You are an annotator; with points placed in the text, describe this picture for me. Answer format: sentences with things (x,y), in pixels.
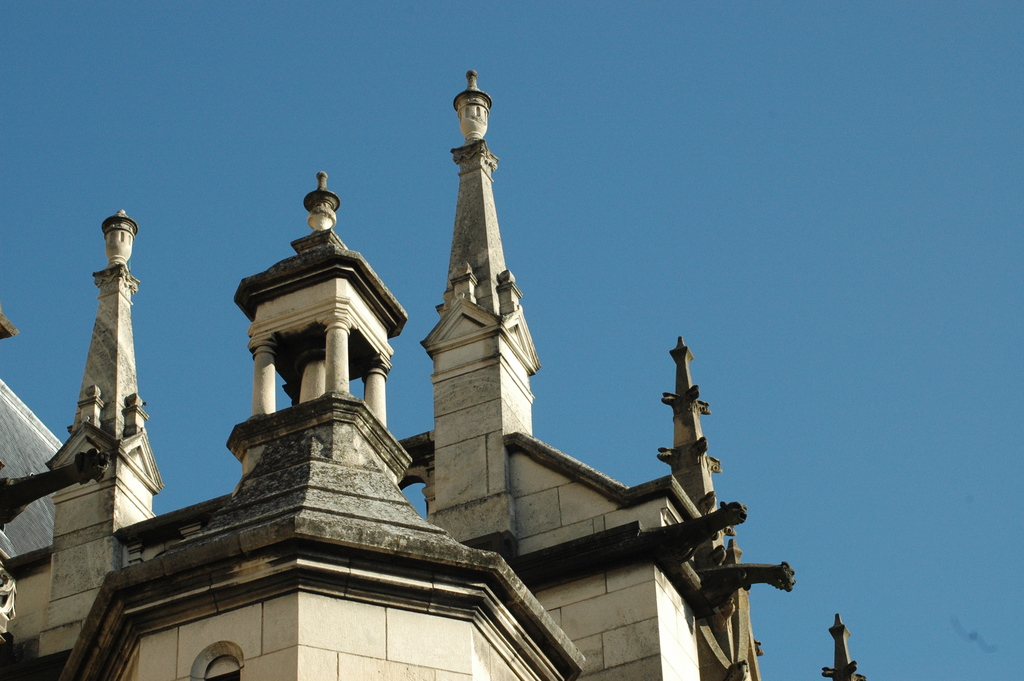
In the image there is an architecture (322,539).
